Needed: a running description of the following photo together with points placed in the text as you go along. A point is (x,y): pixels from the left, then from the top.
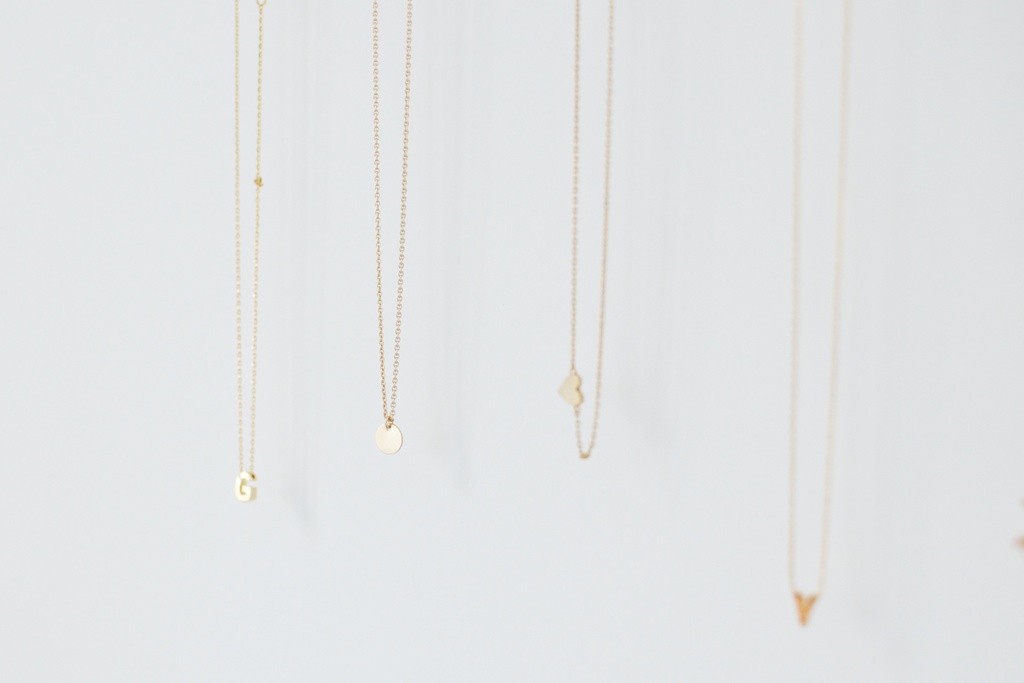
In this image, I can see four chains (829,437) with pendants (575,381). There is a white background (633,396).
